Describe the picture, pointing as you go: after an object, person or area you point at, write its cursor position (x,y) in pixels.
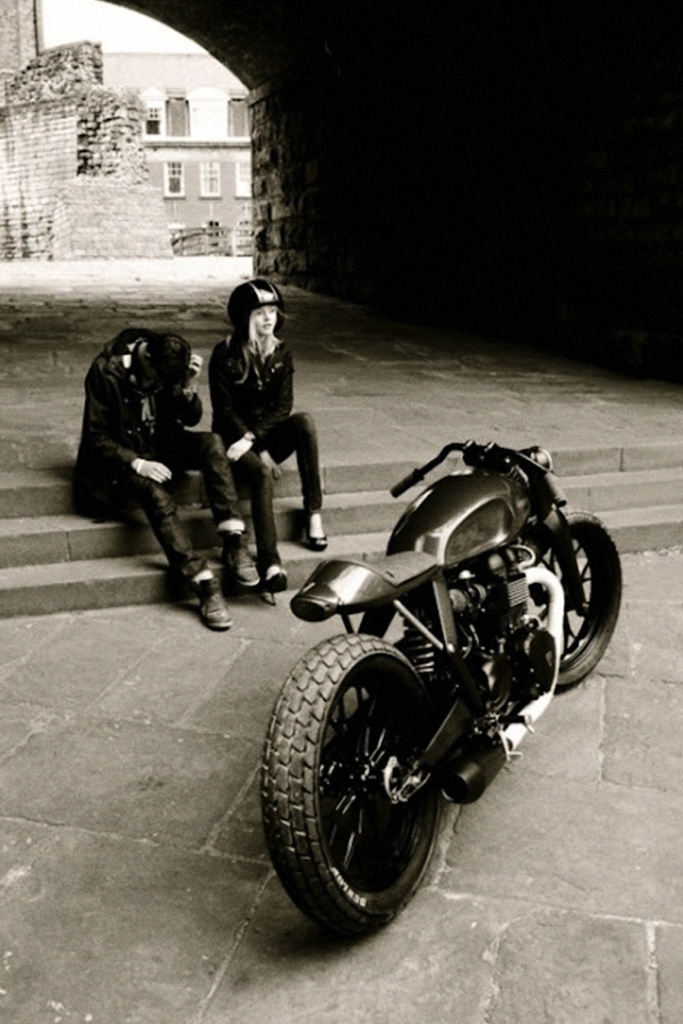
In this image in the center (262,376) there are two persons (220,411) who are sitting and one of them is wearing a helmet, and in the foreground (433,601) there is one bike (356,745) and in the center (343,532) there is a staircase (284,560). In the background (180,119) there are some buildings (164,131) and a wall (118,168), on the right side (575,253) there is a wall (346,172) and at the bottom (280,978) there is a walkway (411,978).
